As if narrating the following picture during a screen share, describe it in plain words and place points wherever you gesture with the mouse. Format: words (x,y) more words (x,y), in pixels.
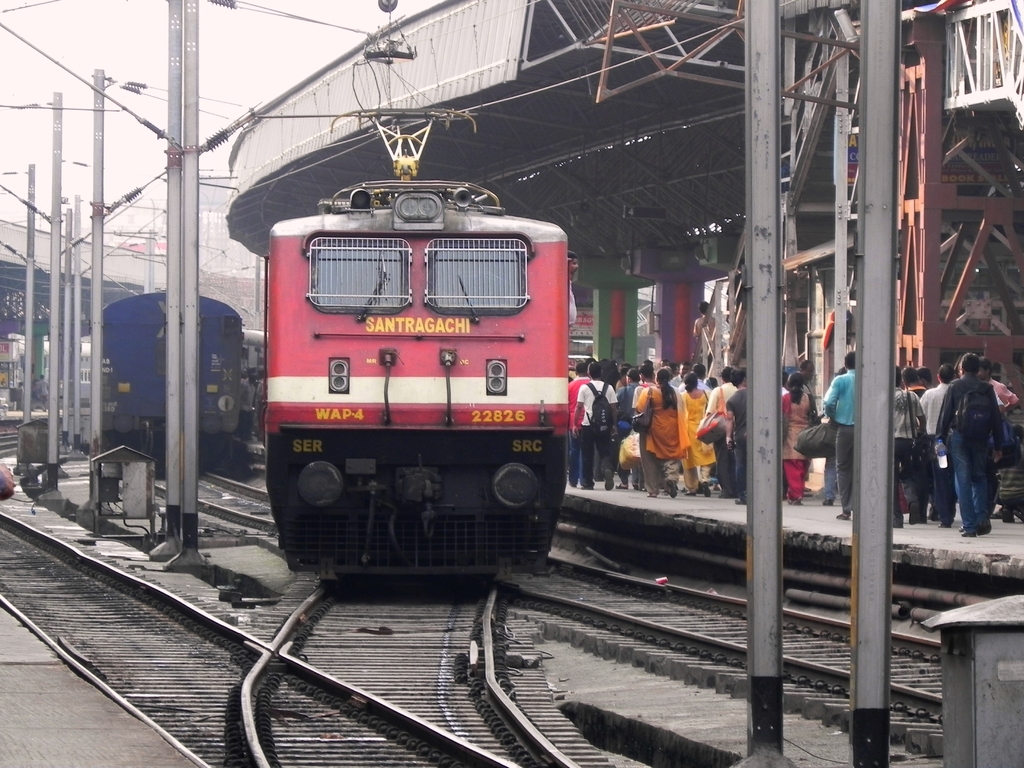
In the center of the image (492,327) we can see trains (446,388). On the right side of the image (832,284) we can see shed (807,30), poles (775,164), wires (354,66), some persons (789,471) are walking on platform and carrying bags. At the bottom of the image (355,723) we can railway track (508,672), platform (109,713). At the top of the image (146,23) there is a sky (124,47).
